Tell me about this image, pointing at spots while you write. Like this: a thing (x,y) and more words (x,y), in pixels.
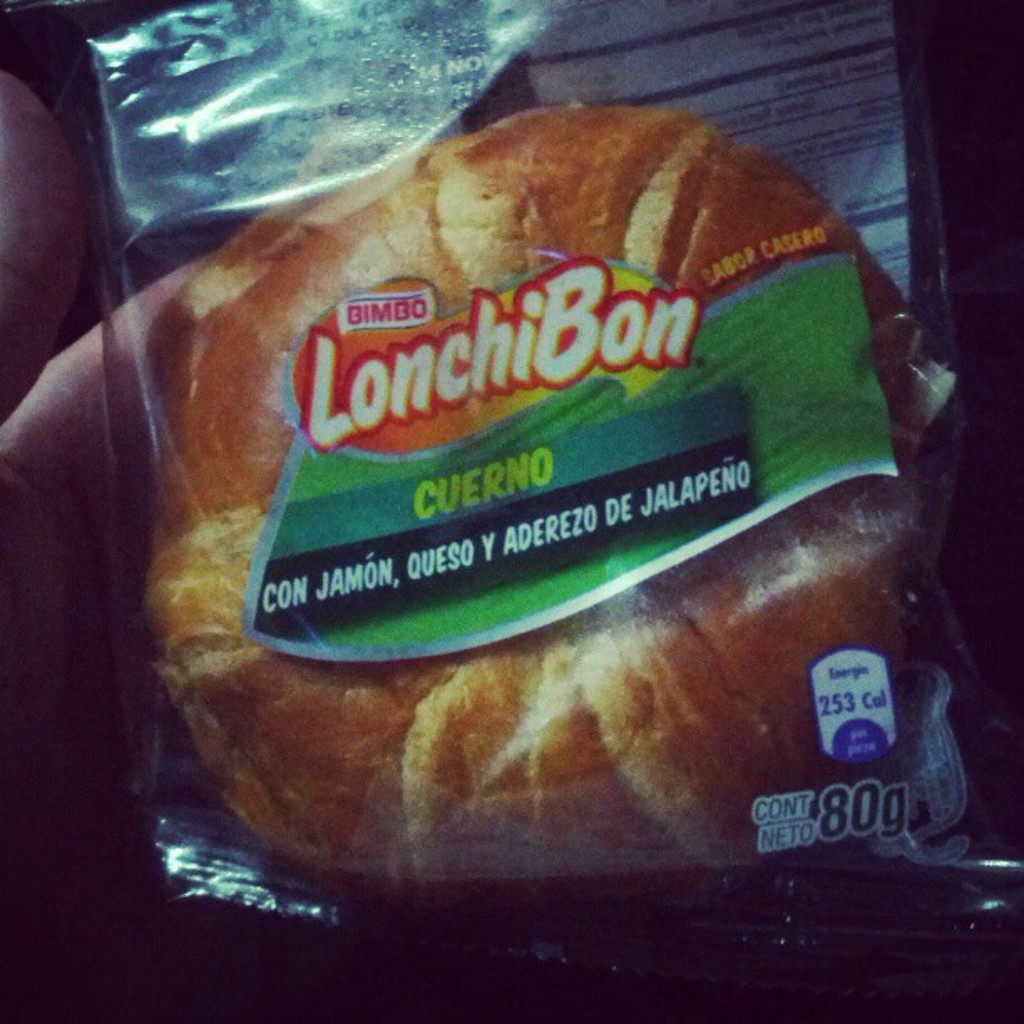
In the image we can see a person (46,435) holding a bread packet (485,371) and there is a some text (481,368) written on it.
